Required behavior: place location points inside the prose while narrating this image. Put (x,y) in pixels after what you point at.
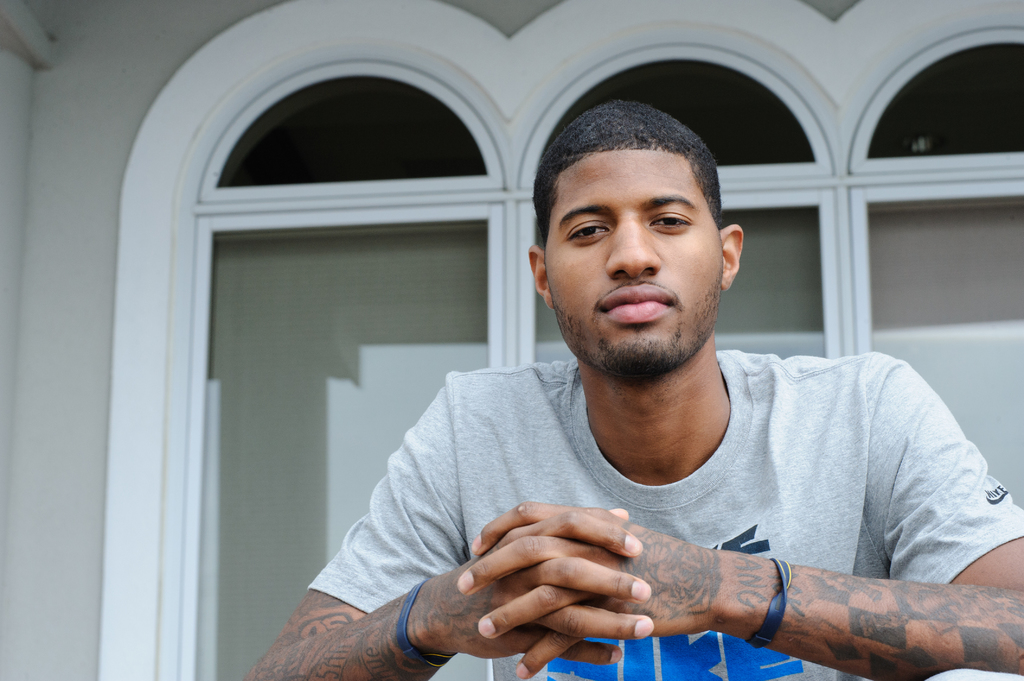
In this image we can see a man (612,458) and windows (773,325) in the background (489,170).
